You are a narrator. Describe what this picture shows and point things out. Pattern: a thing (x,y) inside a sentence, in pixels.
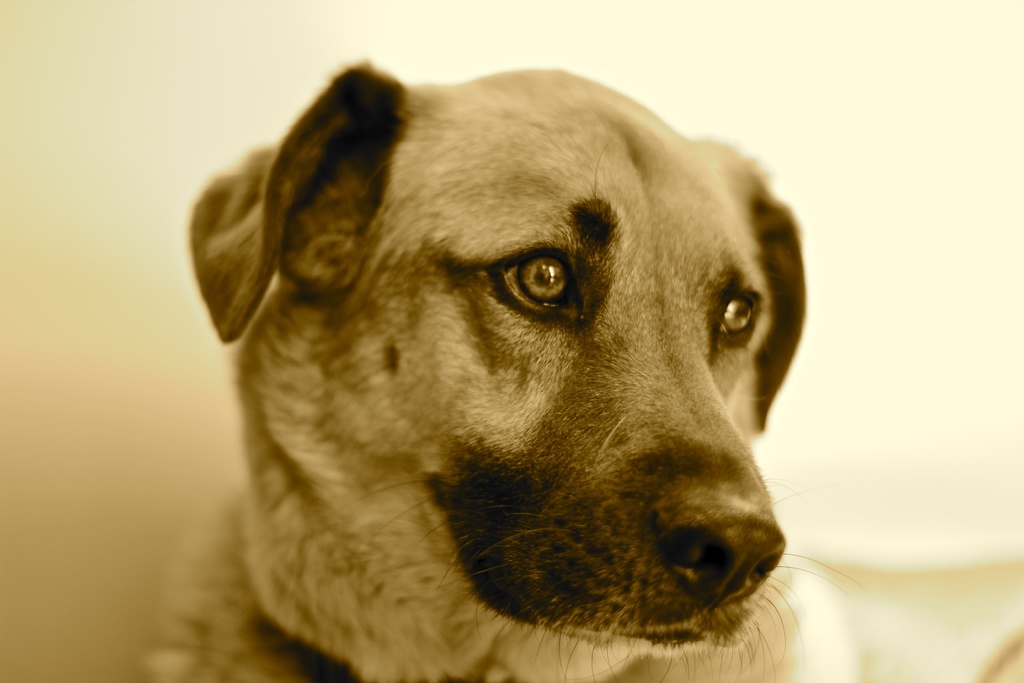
In this image we can see a dog (328,369). In the background (70,305) we can see wall (822,234) and an object (970,681) on the right side (993,601).
